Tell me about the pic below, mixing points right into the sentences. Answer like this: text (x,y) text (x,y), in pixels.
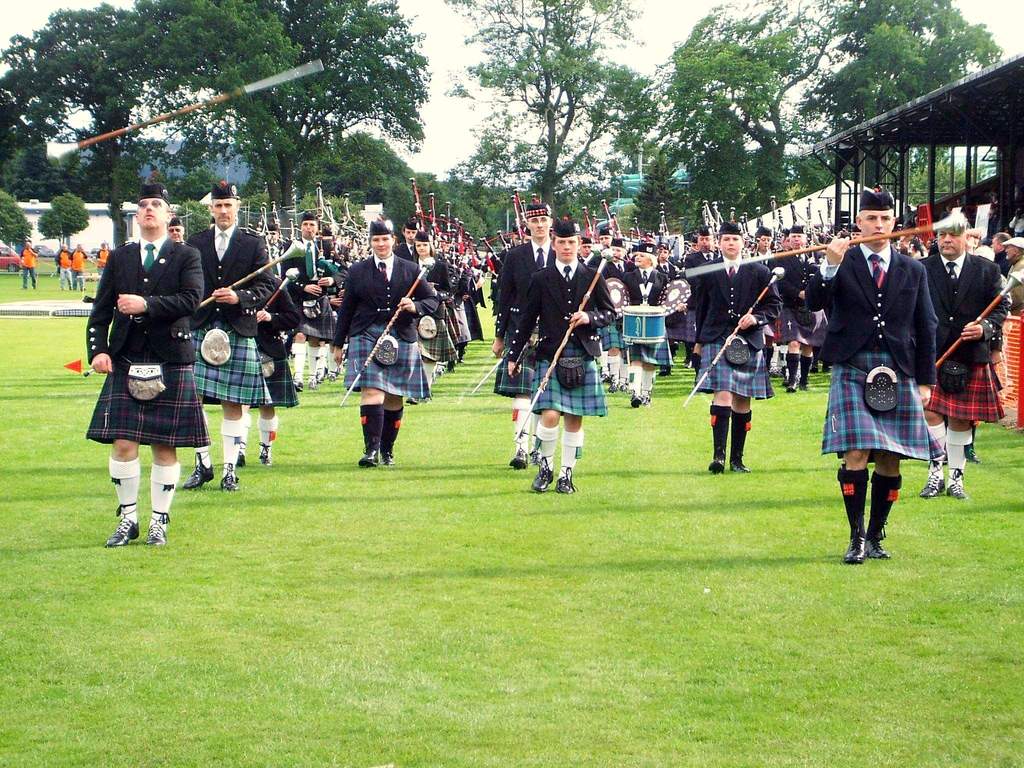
In this image we can see few people (381,314) standing in the ground (682,588) and holding sticks (305,249), a person (643,303) is with musical drums (640,323), there is a shed (986,140) on the right side (918,177) and in the background (387,152) there are few trees (202,133), a building (100,223) and the sky (461,135).
